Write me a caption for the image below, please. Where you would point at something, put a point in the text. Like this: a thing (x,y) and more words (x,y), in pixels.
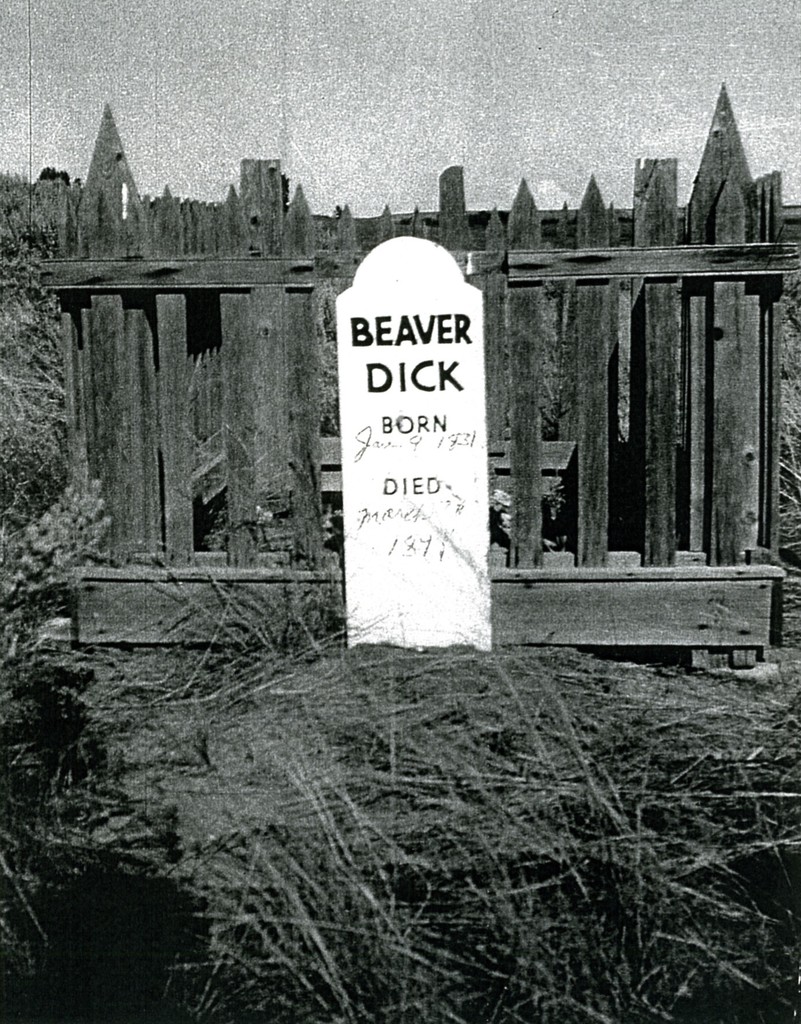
This is a black and white image. In this image we can see a tomb (403,395) and some text (413,393) on the stone (448,361). On the backside (65,360) we can see a fence (130,333) and the sky (299,146).
